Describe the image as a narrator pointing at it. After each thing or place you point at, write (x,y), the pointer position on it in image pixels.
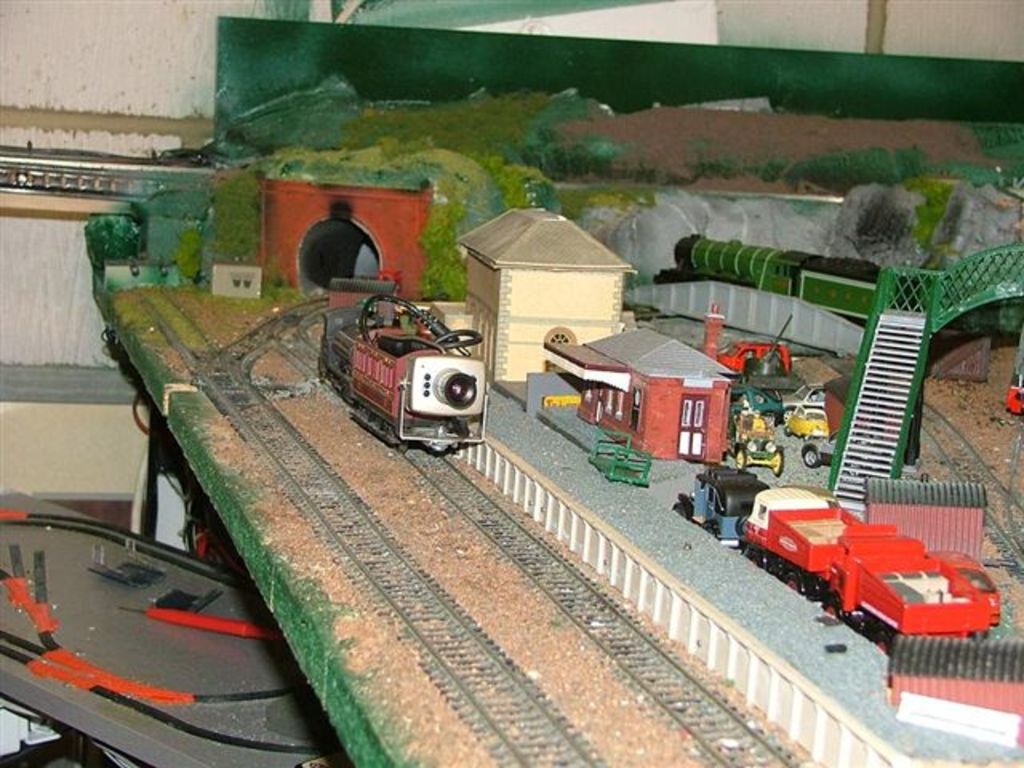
In this picture I can see the miniature set (614,150), in which I can see the tracks (431,463), few trains (326,356), 2 buildings (588,314), a tunnel (402,201), a bridge (978,284) and few vehicles (765,348).
